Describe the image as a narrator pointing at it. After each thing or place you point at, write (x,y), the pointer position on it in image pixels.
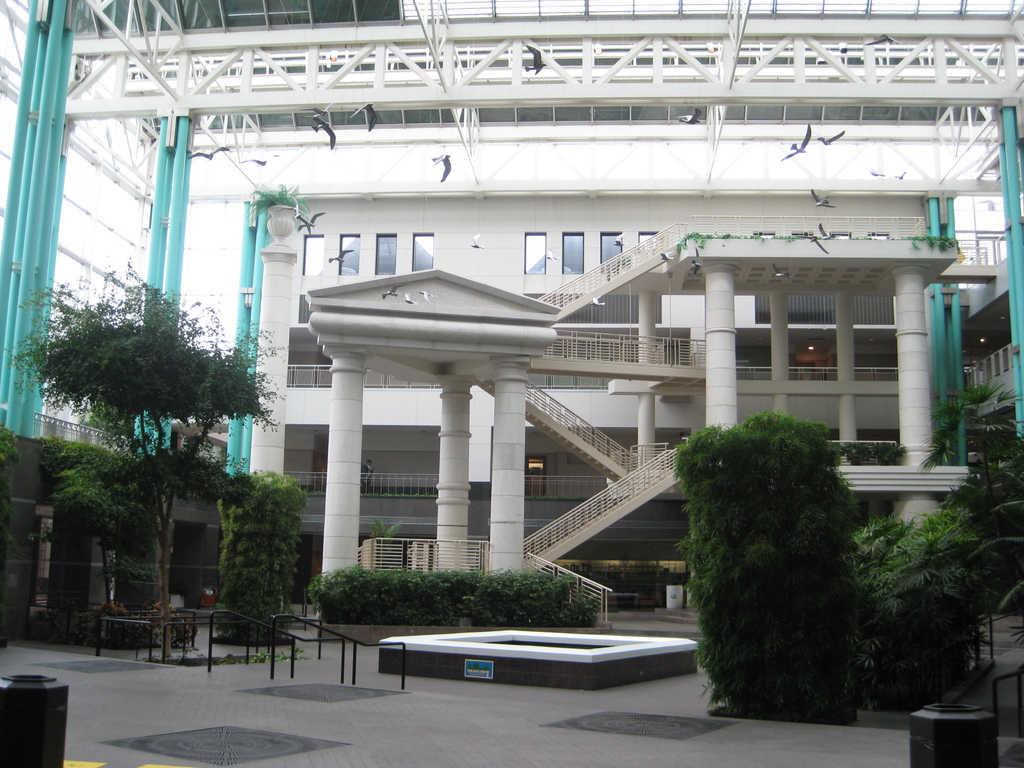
In this image I can see number of plants (398,581) and few trees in the front (751,477). In the background (643,487) I can see a white colour building (383,242) and number of pillars (458,440). On the top of this image (453,161) I can see number of birds (352,113).
